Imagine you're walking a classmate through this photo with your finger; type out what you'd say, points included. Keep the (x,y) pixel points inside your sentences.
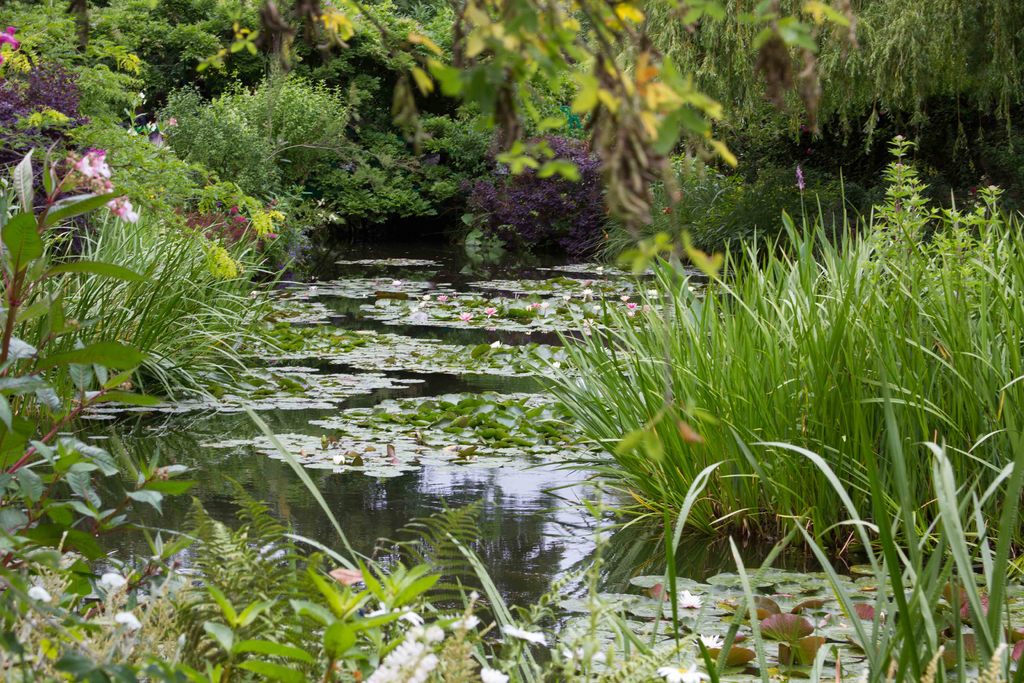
In this image there is water (450,334) and we can see leaves (379,411) on the water (530,533). At the bottom (775,536) there is grass (668,536) and plants (237,540). In the background (376,144) there are trees (754,99). We can see flowers (91,181).
